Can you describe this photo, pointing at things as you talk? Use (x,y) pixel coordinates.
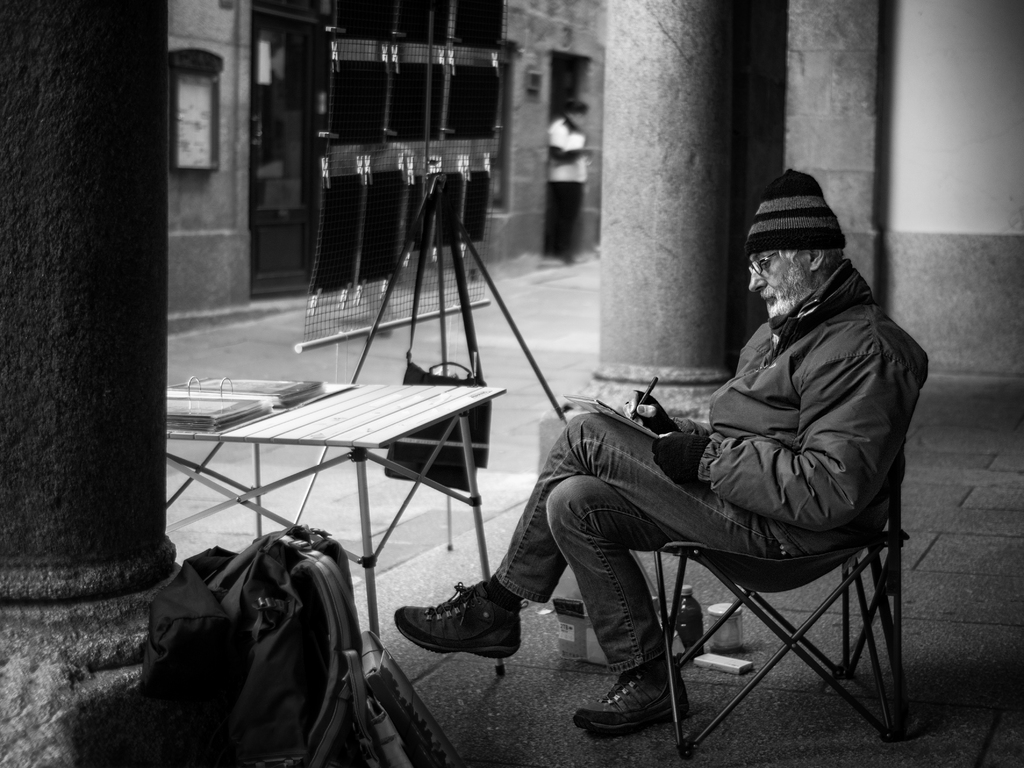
There is one man (739,486) sitting on the chair (787,576) and holding a pen (638,409) as we can see on the right side of this image (842,516). There is a bag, table (259,434) and a pillar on the left side of this image (271,445). We can see a board (195,97), a person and a wall (222,177) in the background (184,86).
